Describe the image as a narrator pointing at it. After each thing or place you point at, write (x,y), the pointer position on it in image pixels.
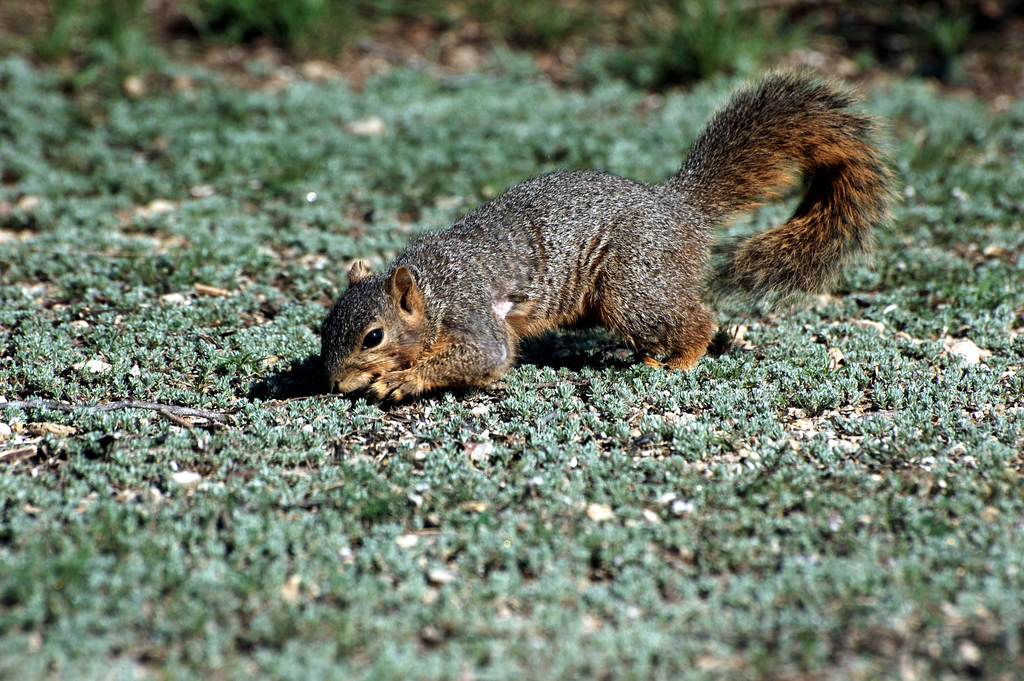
In the picture there is a squirrel (448,386) standing on a grass surface (91,184).
